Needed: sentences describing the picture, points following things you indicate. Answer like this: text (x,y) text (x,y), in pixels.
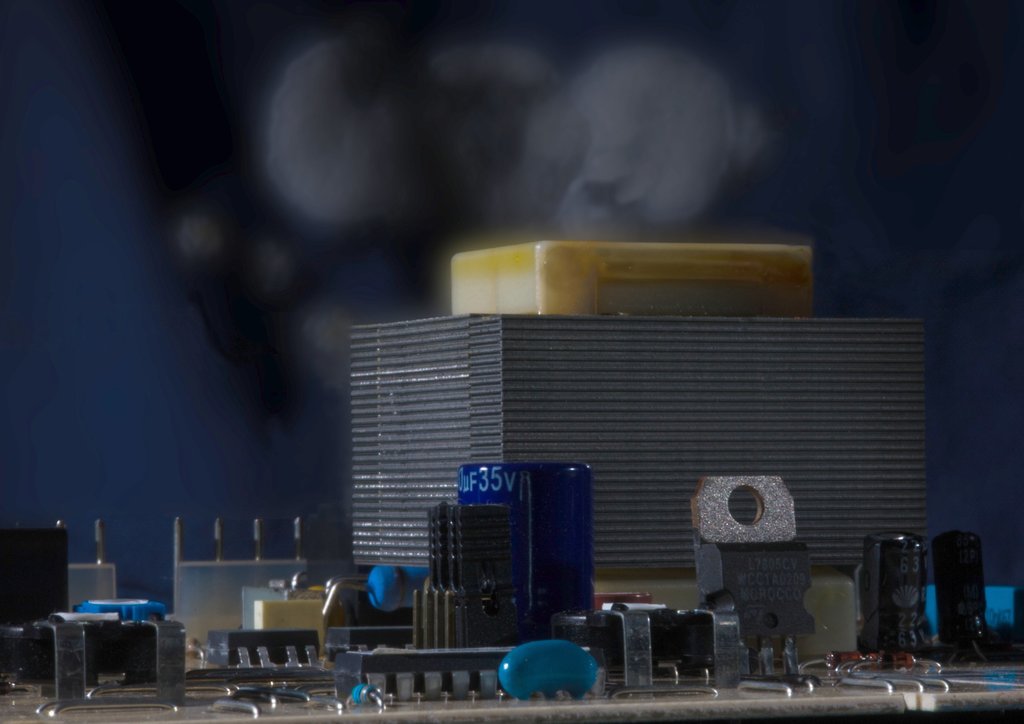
In this image I see electronic circuits (653,337) and I see alphabets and numbers (496,477) over here and it is a bit dark in the background (268,162).
